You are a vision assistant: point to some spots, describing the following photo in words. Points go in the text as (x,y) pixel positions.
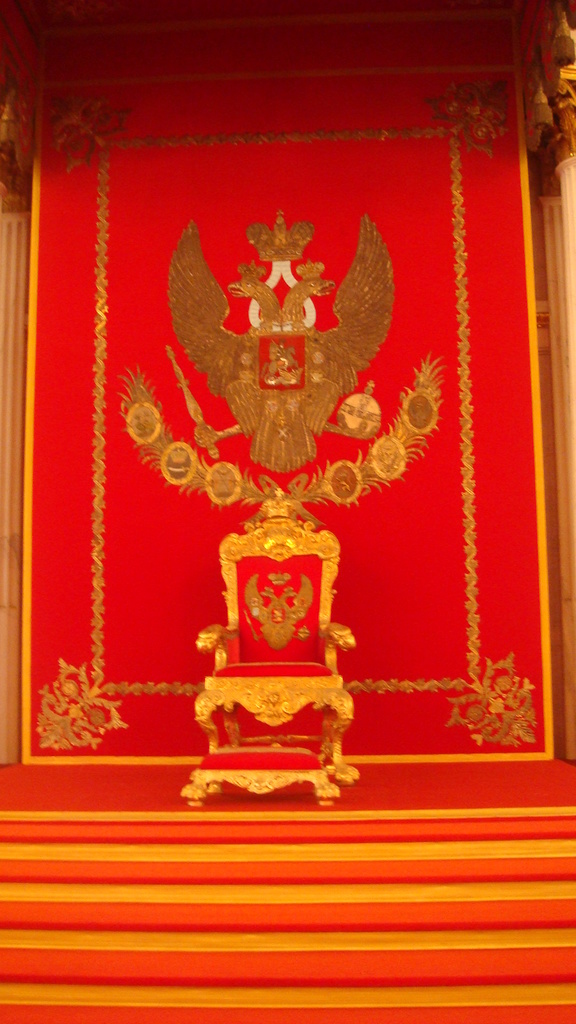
In the middle of the picture (330,596), we see a chair (278,660) in red color and behind that, we see a red color board (160,600) on which statues of birds (325,416) are placed. At the top of the picture (8,44), we see the curtains (540,63) and at the bottom of the picture (225,834), we see staircases (271,920).
